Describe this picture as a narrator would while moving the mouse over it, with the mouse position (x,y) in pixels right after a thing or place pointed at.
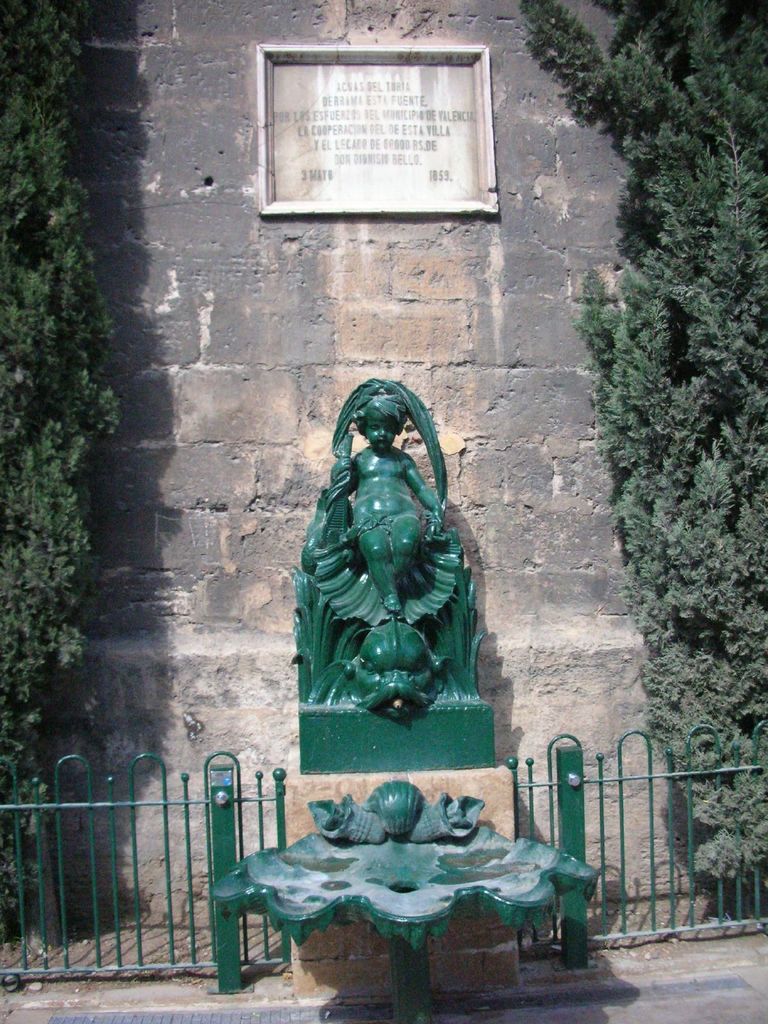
In this image there is a railing (691,782), in the middle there is an object (305,848), behind the railing (187,840) there is a sculpture (319,573), on either side of a sculpture (396,417) there are trees (666,388), in the background (490,339) there is a wall (507,266).
